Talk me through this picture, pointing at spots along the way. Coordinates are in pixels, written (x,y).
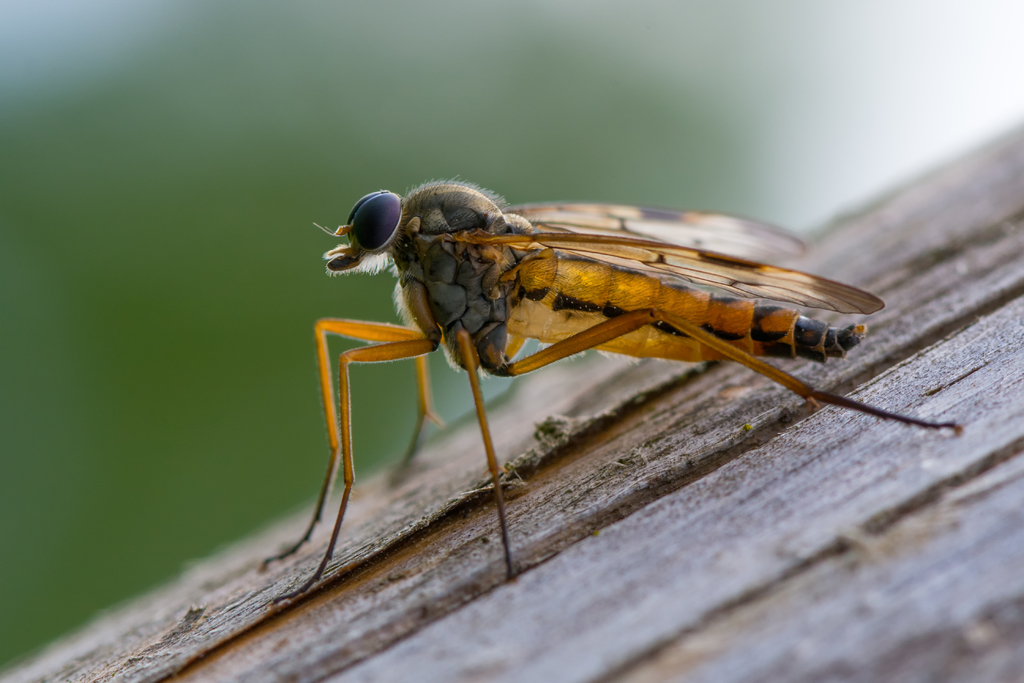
In this picture there is an insect (430,288) in the center of the image (631,233).
